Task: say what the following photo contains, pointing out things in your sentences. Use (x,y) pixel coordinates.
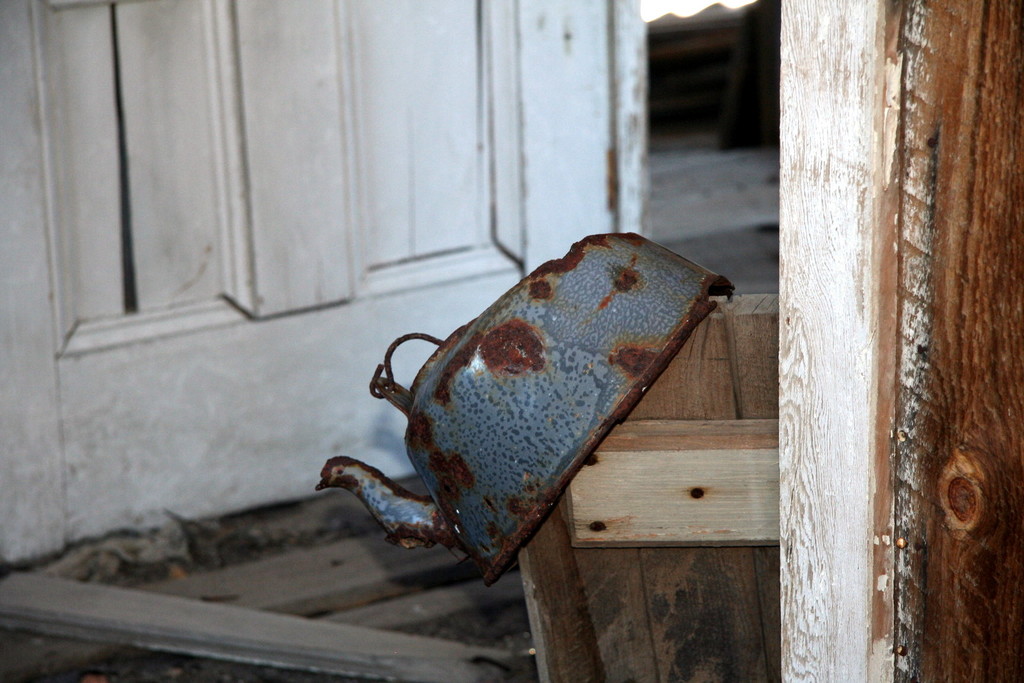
In this image, we can see a door (341,77). There is a wood (920,193) on the right side of the image (884,345). There is a kettle (602,403) in the middle of the image (621,310).
